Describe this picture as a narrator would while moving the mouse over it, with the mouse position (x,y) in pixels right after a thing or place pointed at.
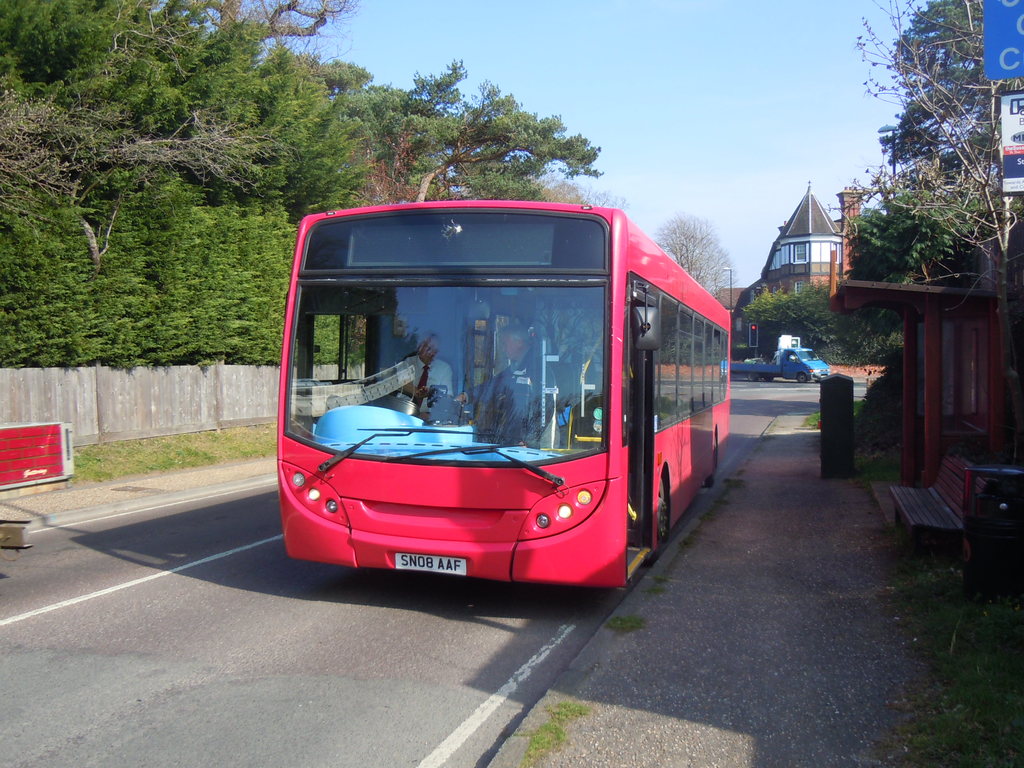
In the image we can see there are vehicles (709,385) on the road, here we can see the headlights (336,500) and number plate (445,562) of the vehicle (485,578). In the vehicle (439,430) there are people (495,382) wearing clothes (502,392). Here we can see the wall (165,408), grass (235,448), trees (897,197) and the sky (718,122). We can even see the building (803,279), light pole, board (1006,178) and the bench (940,521).
